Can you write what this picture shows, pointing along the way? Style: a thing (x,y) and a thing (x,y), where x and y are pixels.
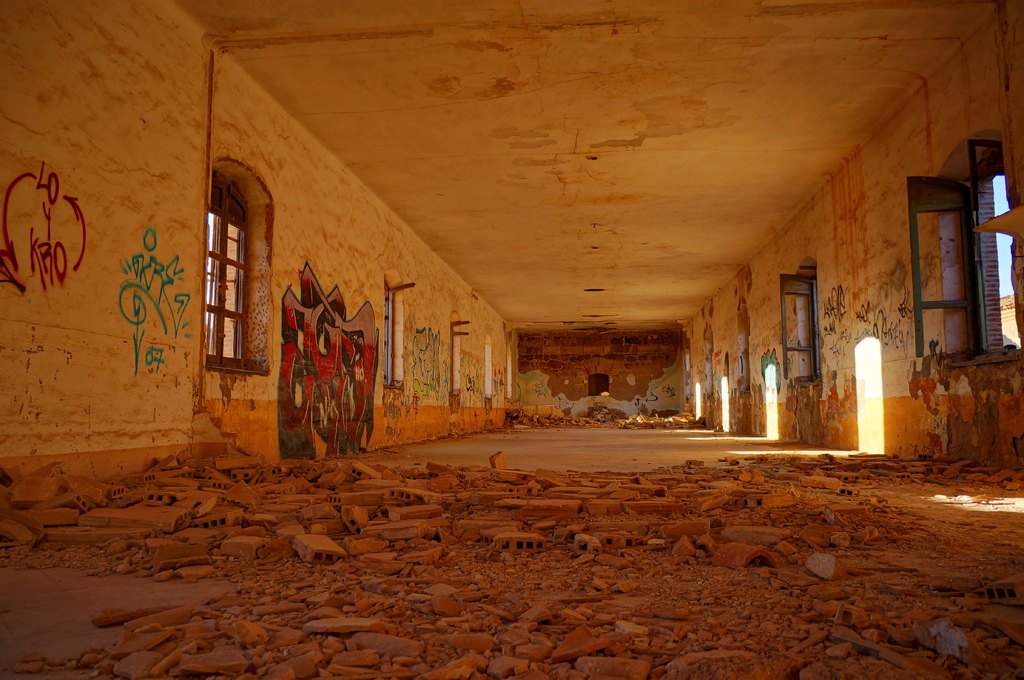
In this image on the right side (972,280) and left side (310,325) there are some windows (804,324) and wall (755,333), at the bottom (467,587) there are some bricks (478,581) and sand (629,577). On the top (393,41) there is ceiling (591,226) and in the center (608,347) there is a wall (554,377), and on the wall (549,349) there is some text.
